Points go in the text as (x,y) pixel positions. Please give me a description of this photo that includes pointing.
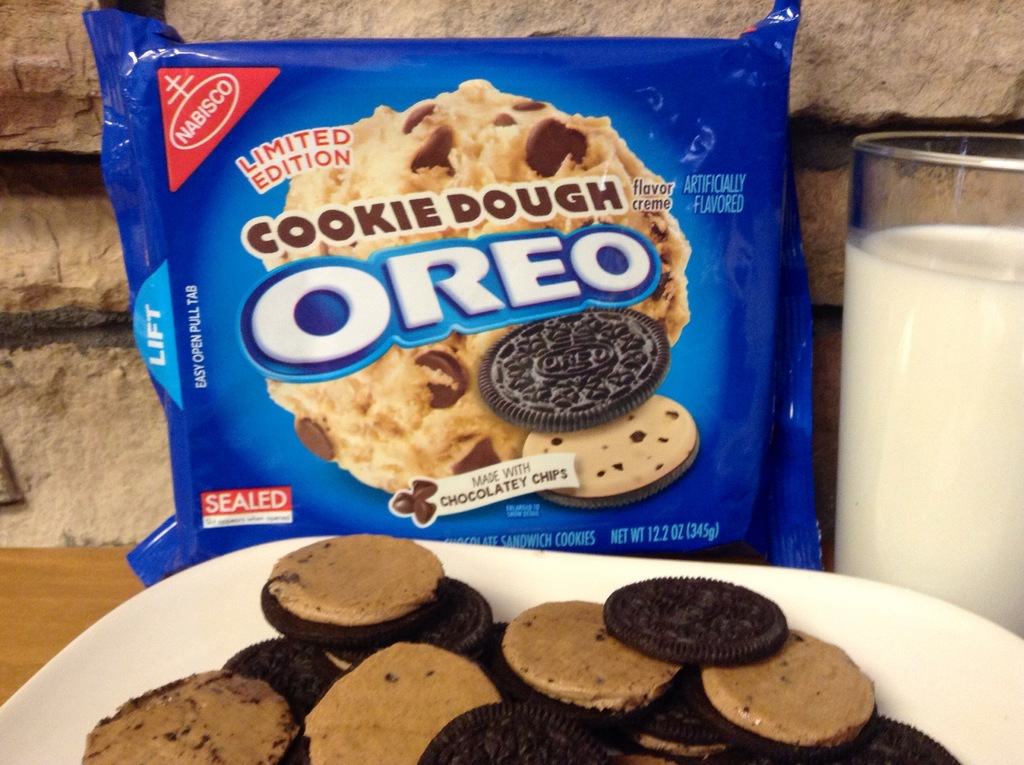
In this image there is a food packet (630,333), milk (970,410), glass (928,416), plate (520,569), wooden surface (111,596) and cream biscuits (465,631). In plate (245,575) there are biscuits (368,685).
